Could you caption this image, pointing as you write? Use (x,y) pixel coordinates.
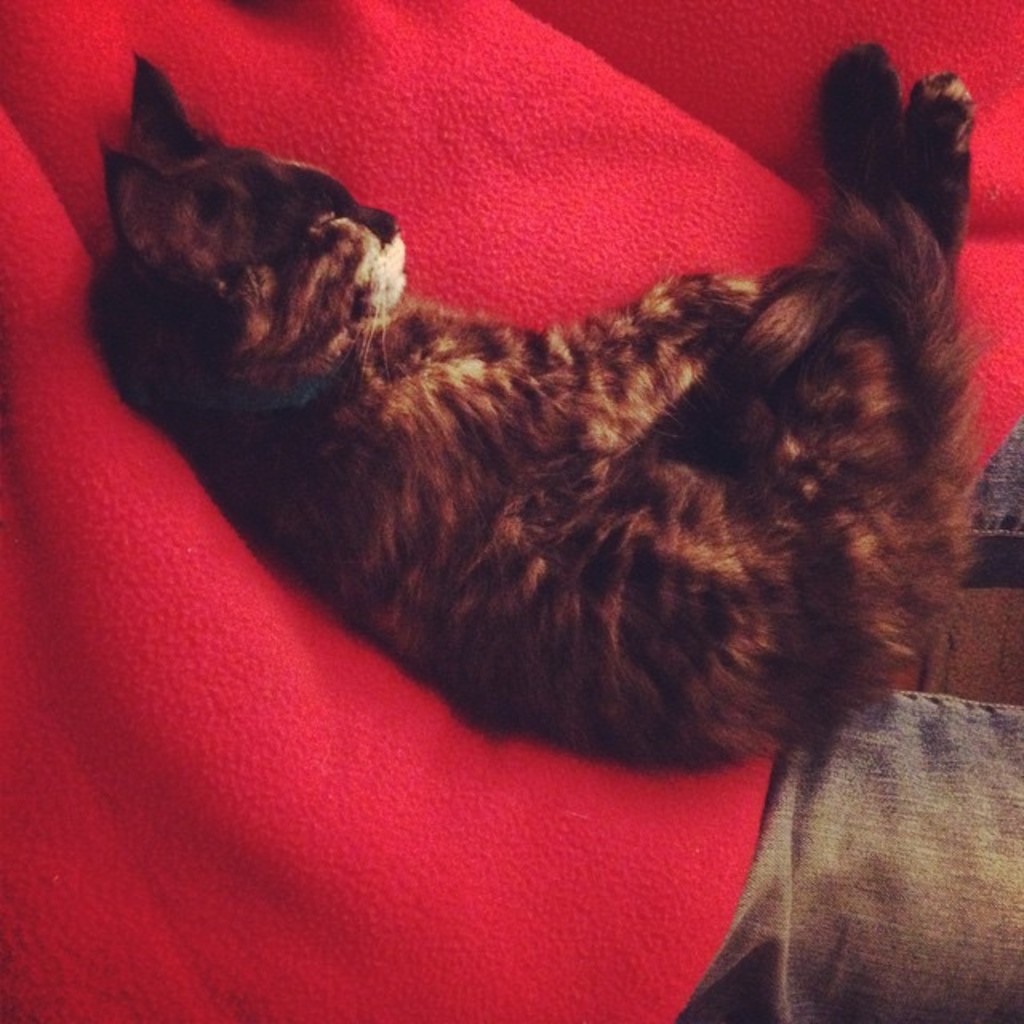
In the middle of the image (463,405) a cat (326,316) is sleeping on a red blanket (798,106). In the background (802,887) there is a person (907,870) with jeans (895,723).
